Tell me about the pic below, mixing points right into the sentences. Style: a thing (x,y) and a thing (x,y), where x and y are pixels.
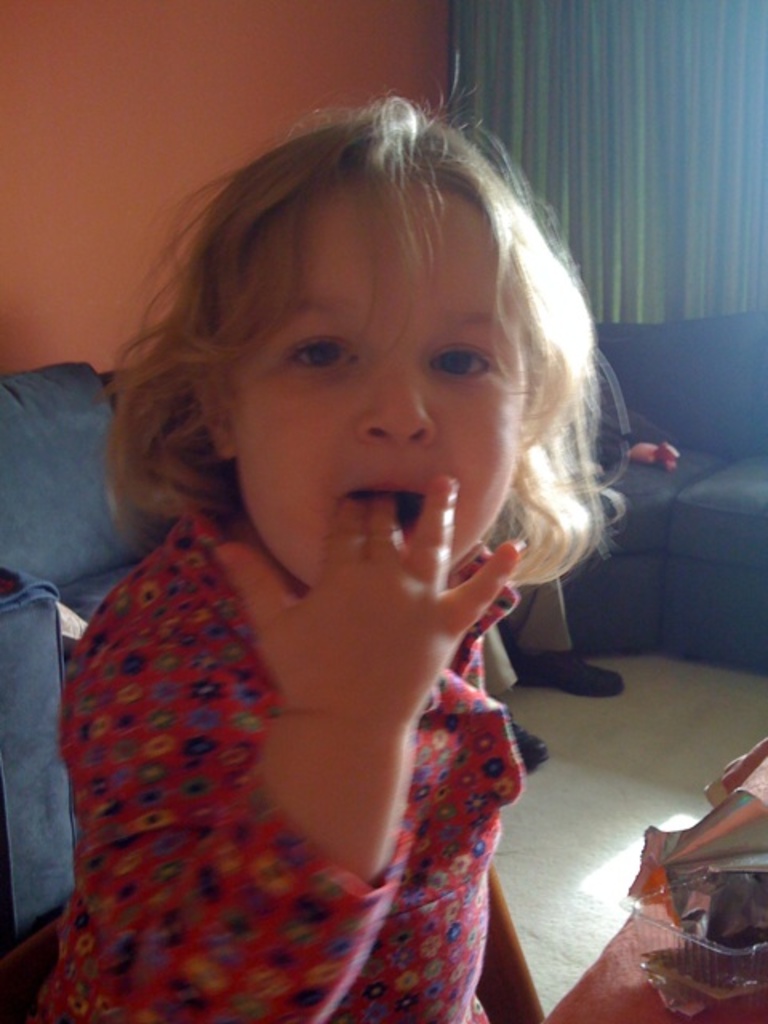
This is the picture of a room (556,877). In this image there is a girl (447,906) sitting and eating. At the back (764,566) there is a person (597,419) sitting on the black sofa (741,564). In the bottom right (739,905) there is a food (726,909) on the table (569,1012). At the back (619,76) there is a curtain (622,87) and wall (133,134).
